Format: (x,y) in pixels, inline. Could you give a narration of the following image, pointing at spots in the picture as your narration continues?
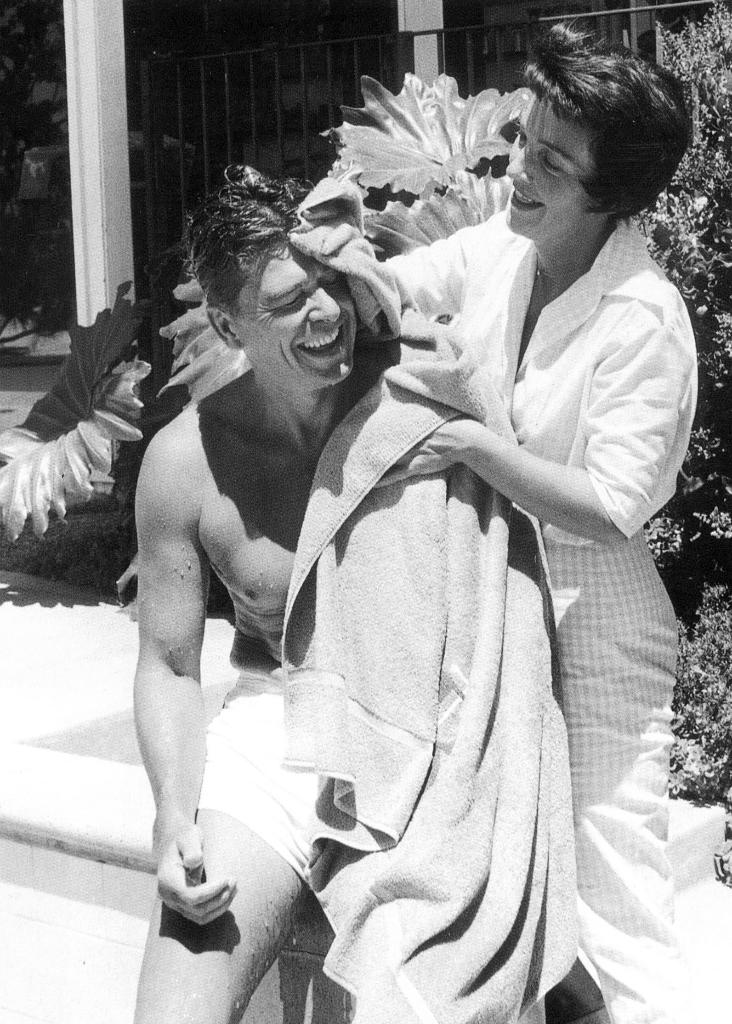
This image is taken outdoors. At the bottom of the image (81,837) there is a bench (75,767). In the middle of the image (379,371) a man (220,555) is sitting on the bench (86,823) and a woman (608,452) is standing and wiping his body (228,546) with a towel (380,427). In the background (713,618) there are a few plants (390,178).
